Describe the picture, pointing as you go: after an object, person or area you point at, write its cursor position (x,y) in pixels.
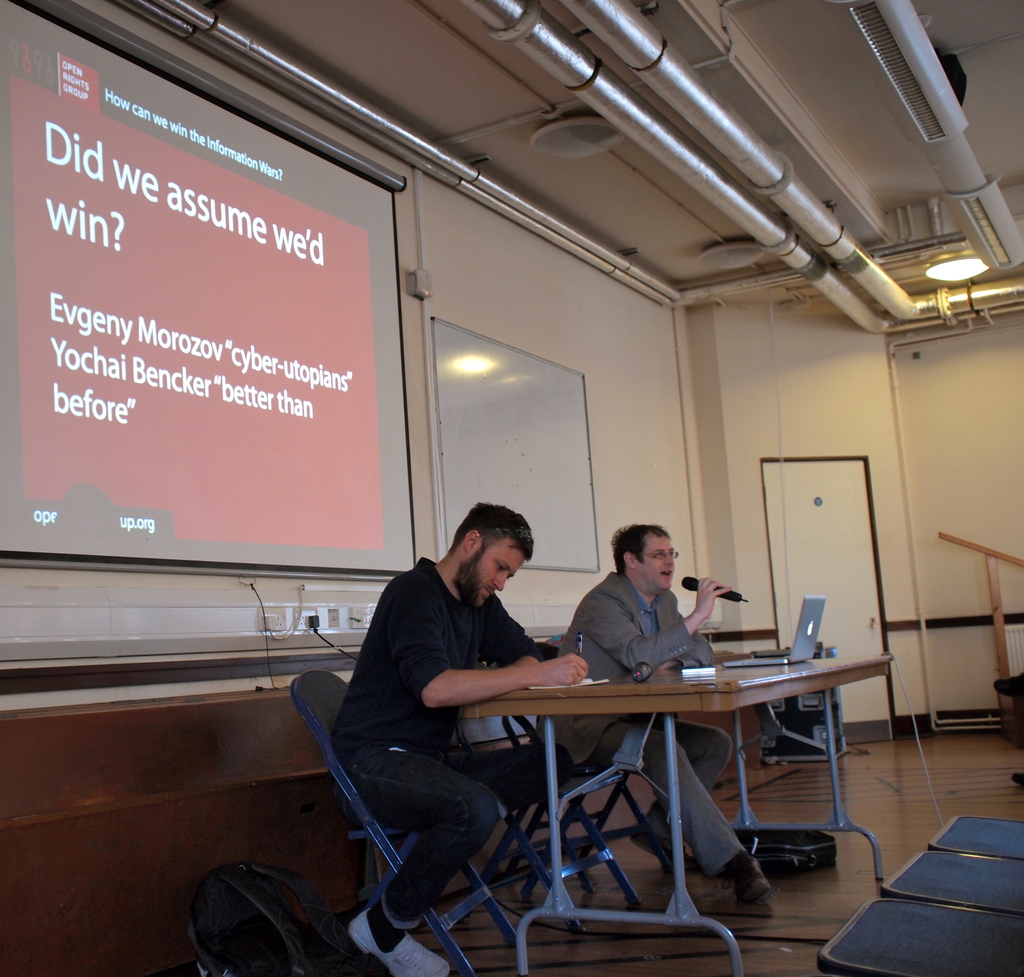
The picture is taken inside a room (866,359) where only two people (468,616) are present and sitting on the chairs (504,834) and in front of them there is a table (779,683) and one laptop (752,662) is on the table (688,711) and behind them there is a one screen (12,200) on which some text (82,156) is written and there is one wall (656,327) and one small door (792,478) and coming to the roof (520,185) there are pipelines (802,202) followed by the roof (957,281).
